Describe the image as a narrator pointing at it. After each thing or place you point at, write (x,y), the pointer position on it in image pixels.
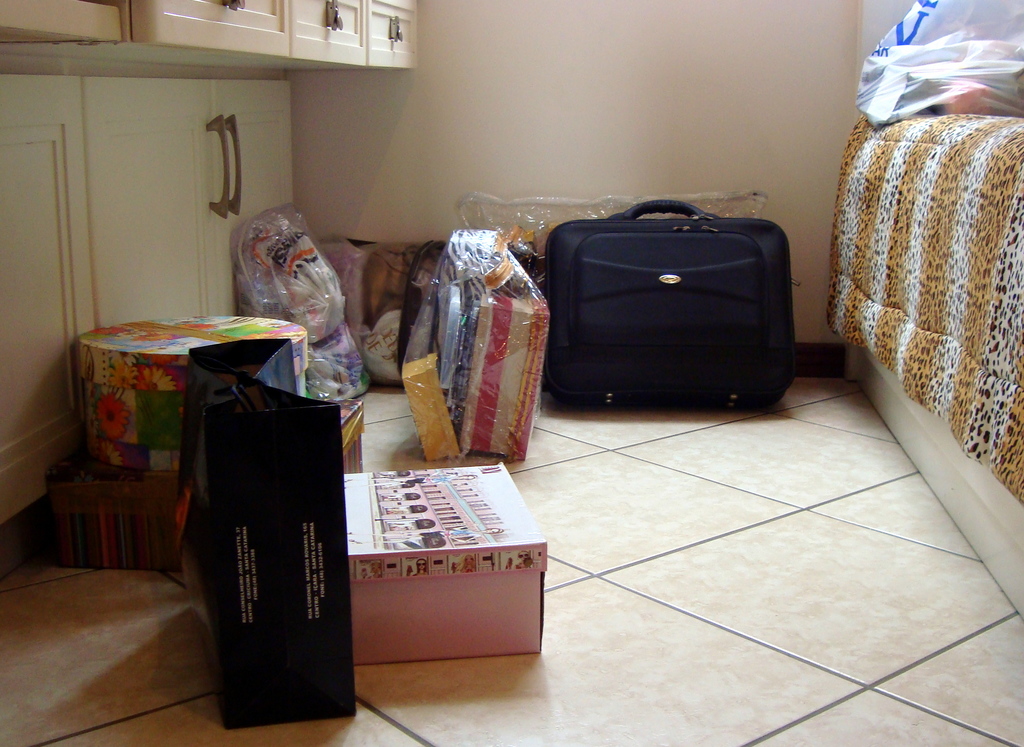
In this picture it seems like a room (110,143) in which it has a suitcase (684,318), a cover (448,270), a box (409,600), a cloth (940,234). In the background (808,133) it has a wall (670,78). In the left side (132,201) it has a cupboard (144,158).
